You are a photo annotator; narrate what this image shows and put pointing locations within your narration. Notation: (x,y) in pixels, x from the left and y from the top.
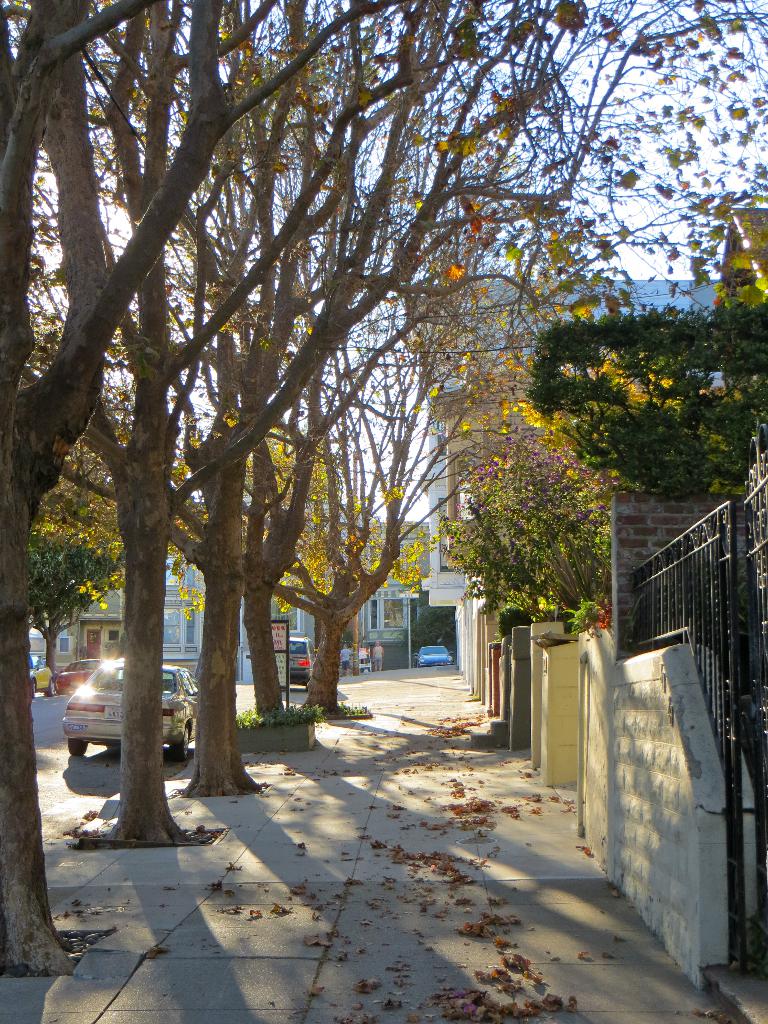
In this image we can see sidewalk (344,778). Near to the sidewalk (324,726) there are trees (135,647). Also there are walls (652,654) and gates (679,600). And we can see vehicles (112,662) on the road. In the background (459,439) there are buildings (481,429). Also there is sky (604,227).
